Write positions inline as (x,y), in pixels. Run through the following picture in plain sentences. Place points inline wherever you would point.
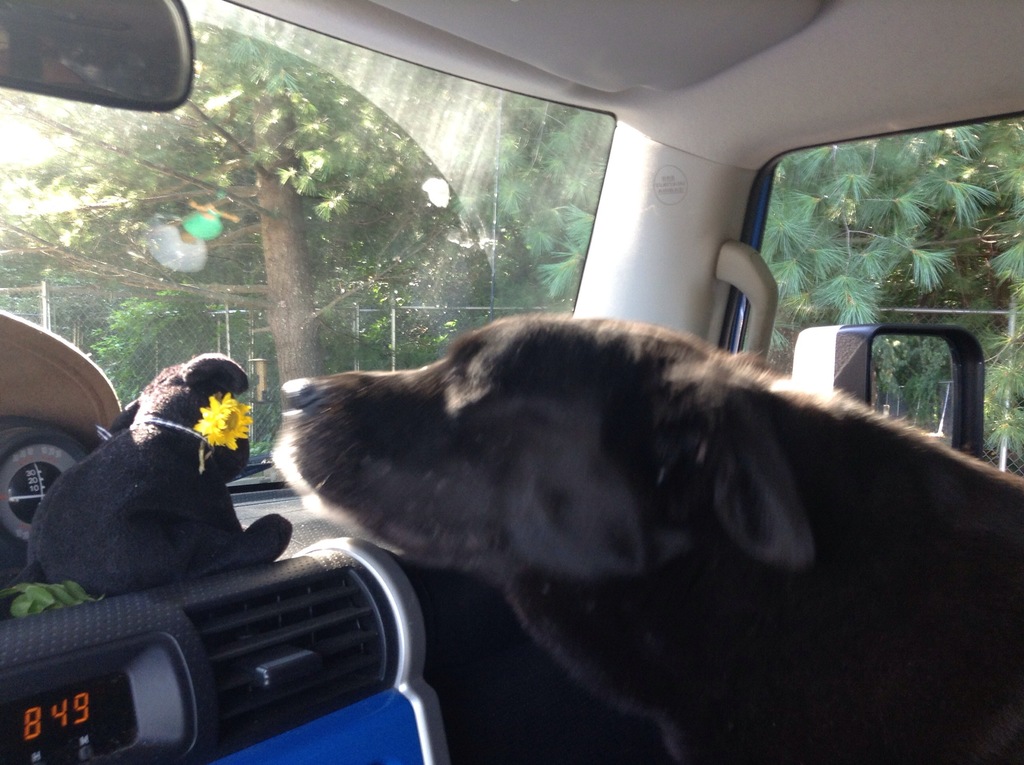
The photo is taken inside a vehicle (322,141). There is a dog (628,485), there is glass window (306,219), there is vent (242,644), there is a soft toy (148,516). Outside there are trees (163,155).
